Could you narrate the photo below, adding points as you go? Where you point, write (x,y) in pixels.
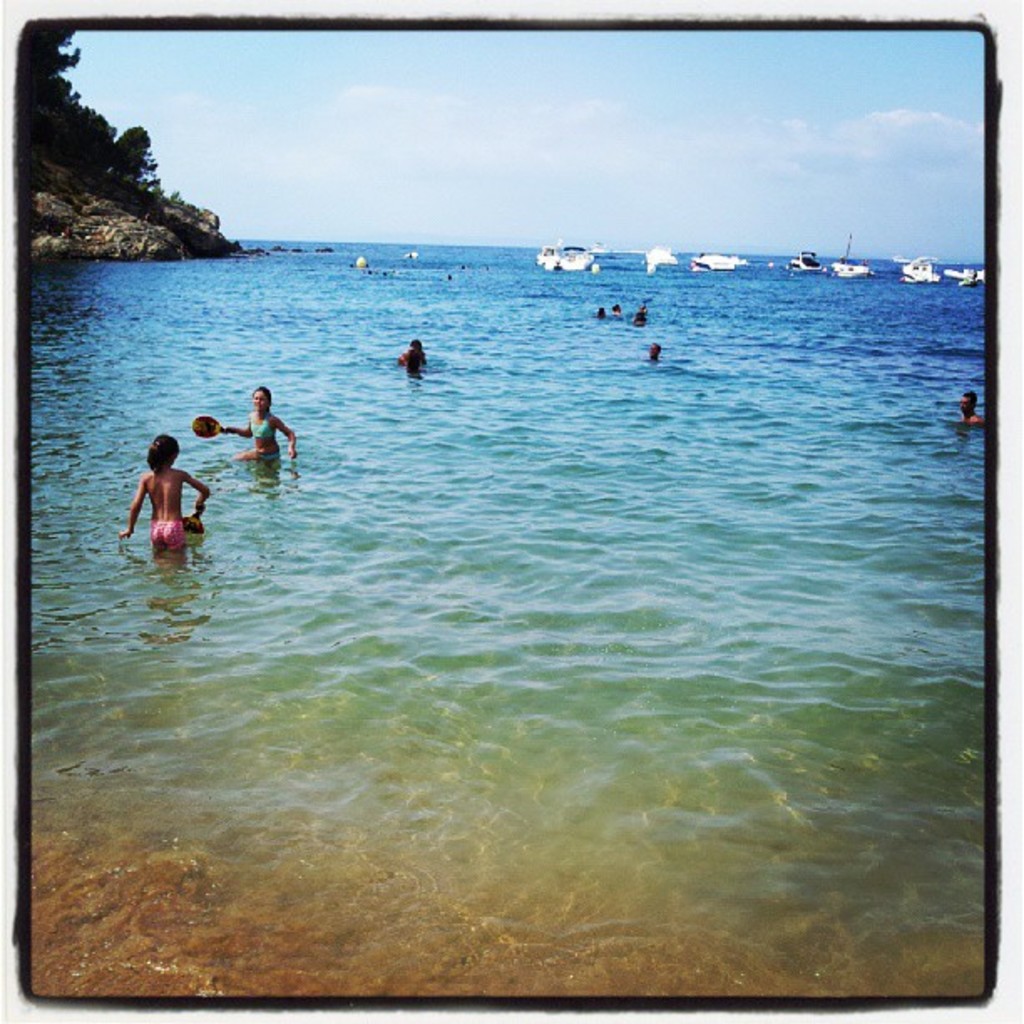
In the image there are people (178,484) swimming in the beach (725,431) and in the back (575,256) there are many boats (587,263) in the ocean (719,275) with a hill (130,255) on the left side (195,227) and above its sky (586,102).
